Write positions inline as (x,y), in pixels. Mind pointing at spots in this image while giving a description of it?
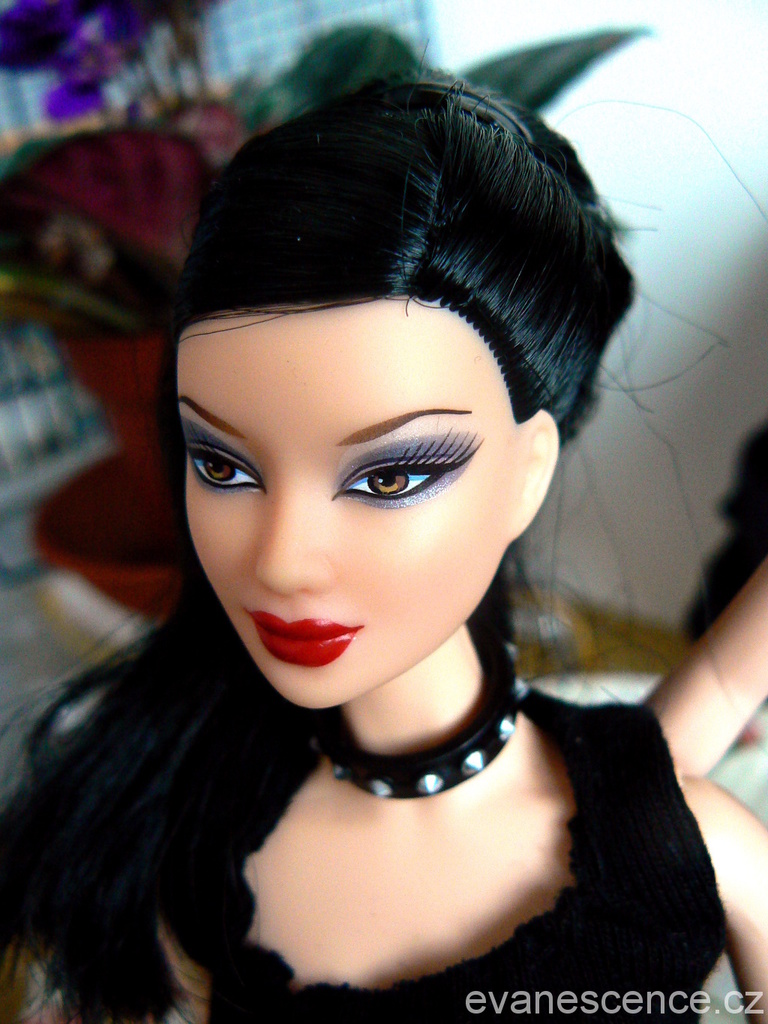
In this image I can see a doll (244,840), I can see this doll (544,883) is wearing black dress (655,951) and black colour belt (439,760) over here. I can also see watermark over here and I can see this image is little bit blurry from background (29,50).
